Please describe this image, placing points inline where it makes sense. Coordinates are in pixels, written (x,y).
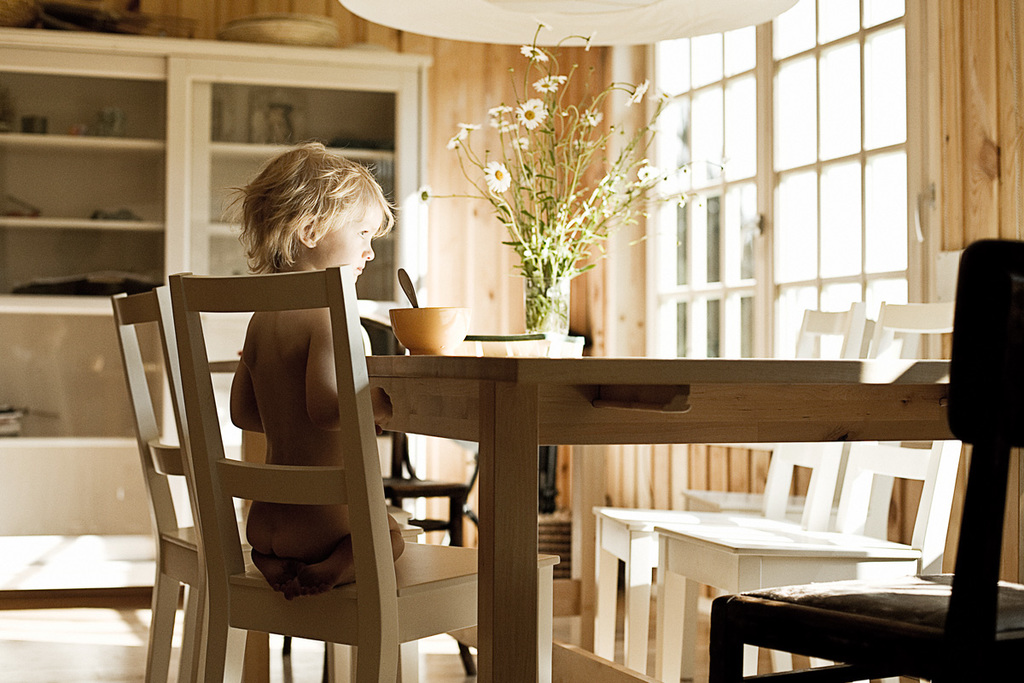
In this picture we can see a kid (327,458) sitting on a chair (357,431) in front of a table (441,420), we can see a flower vase (552,303) and a bowl (445,332) on the table (435,378), we can see some chairs (661,594) here, in the background (179,260) there is a cupboard (240,234), we can see a wooden wall (499,152) here, on the right side (750,123) there is a glass window (765,160).
